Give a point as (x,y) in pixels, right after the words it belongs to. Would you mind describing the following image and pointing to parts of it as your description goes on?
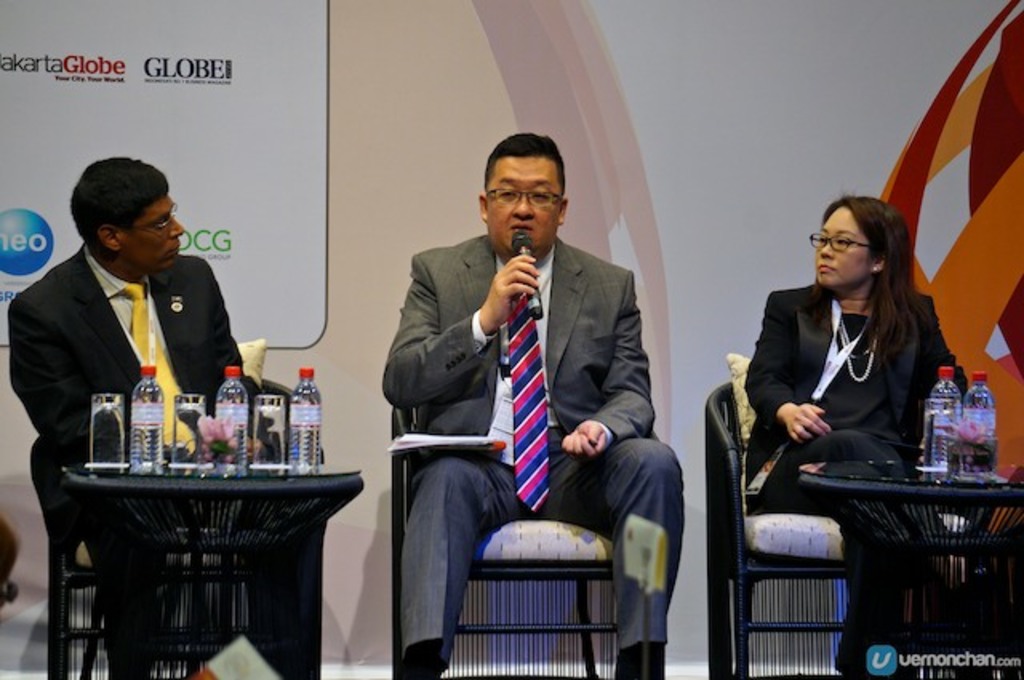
In this image, I can see three people (639,356) sitting on the chairs (747,442). Among them one person (512,414) is holding a mike (524,239). On the left (260,582) and right side of the image (927,536), there are two tables (884,485) with water bottles (143,459), glasses (258,459) and few other things (235,471) on it. At the bottom right side of the image (917,656), I can see the watermark (870,647). In the background (240,217), there is a board (599,72).
